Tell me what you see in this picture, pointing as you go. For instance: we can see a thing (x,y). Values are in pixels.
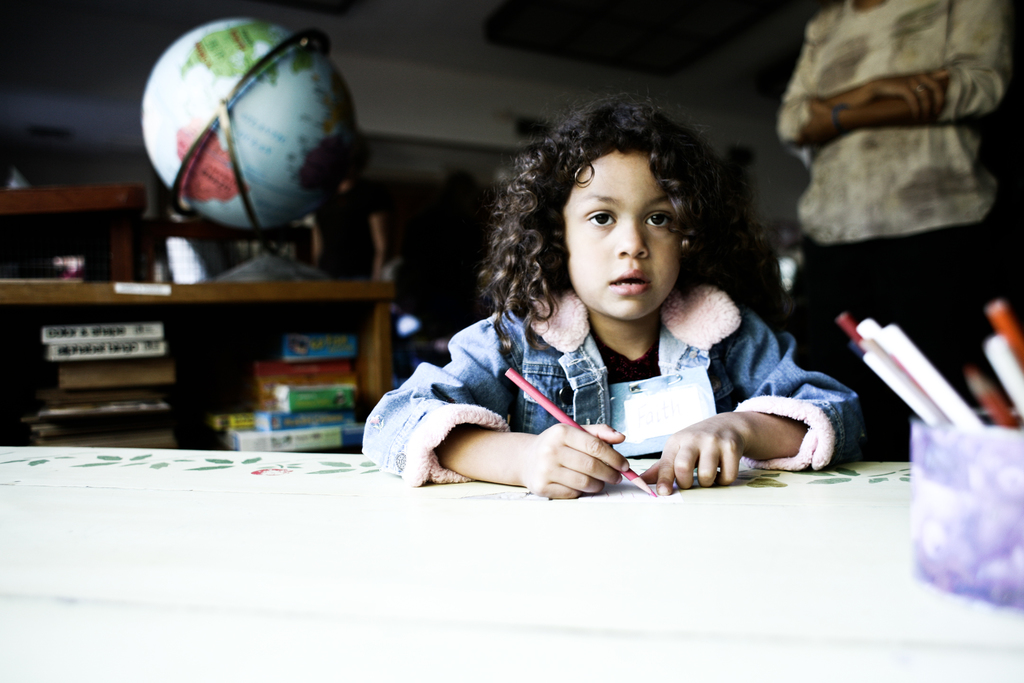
In the center (503,289) we can see one person (690,286) sitting and holding pencil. In the background (681,80) there is a wall (635,89) and one more person (886,136) standing.
